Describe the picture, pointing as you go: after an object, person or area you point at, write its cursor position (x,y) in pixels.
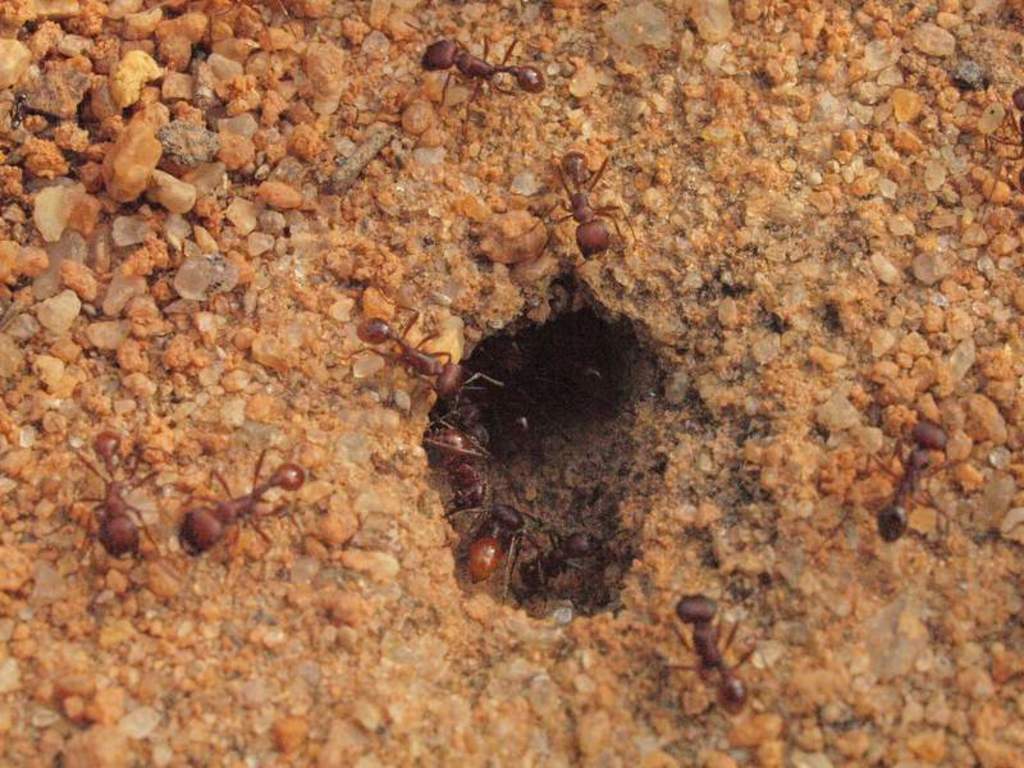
This is the picture of a ground (298,431). In this image there are ants (452,482) and stones (1014,481) and there's a hole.
